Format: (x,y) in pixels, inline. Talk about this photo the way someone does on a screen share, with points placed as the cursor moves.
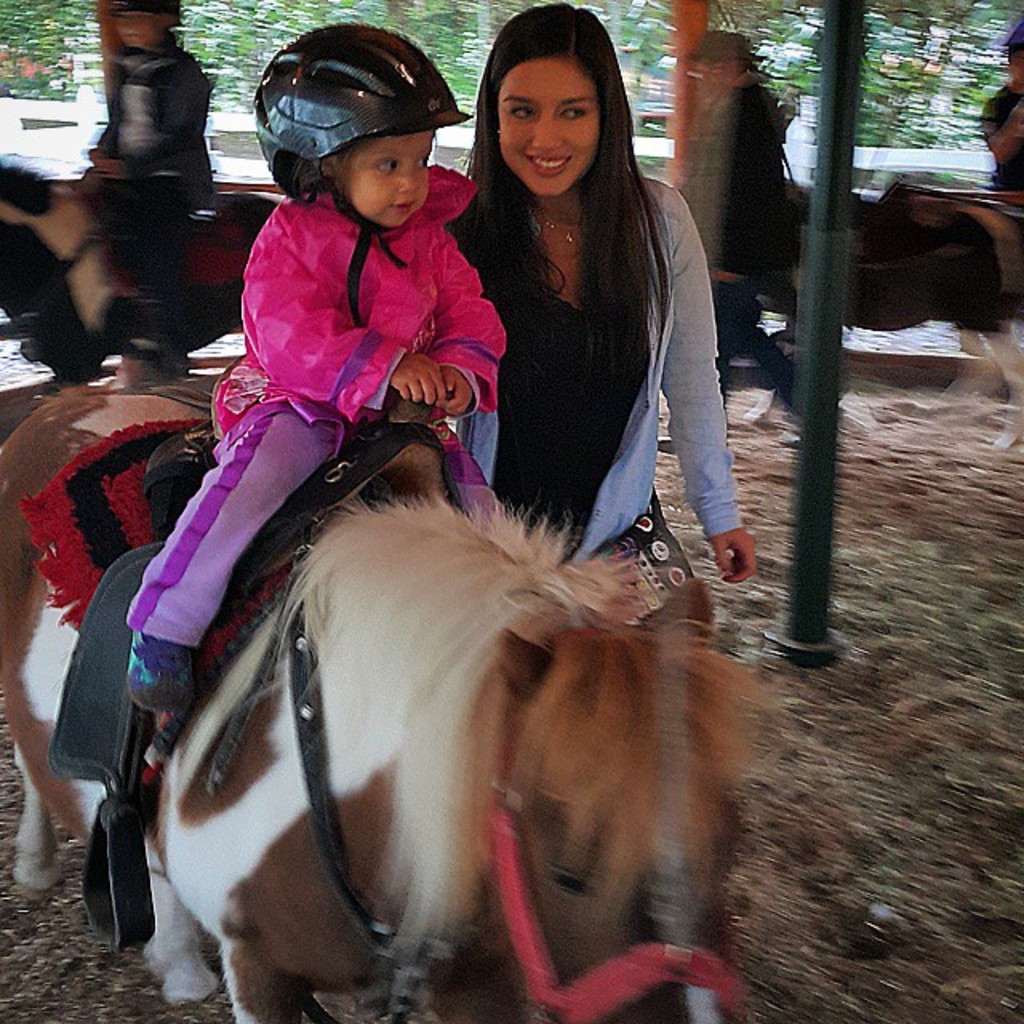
In this image i can see a kid (450,299) and a woman kid (535,166) sitting on a horse (438,542) at the back ground (818,312) i can see a pole (848,240), a man (779,157) walking, tree (668,60) and road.
